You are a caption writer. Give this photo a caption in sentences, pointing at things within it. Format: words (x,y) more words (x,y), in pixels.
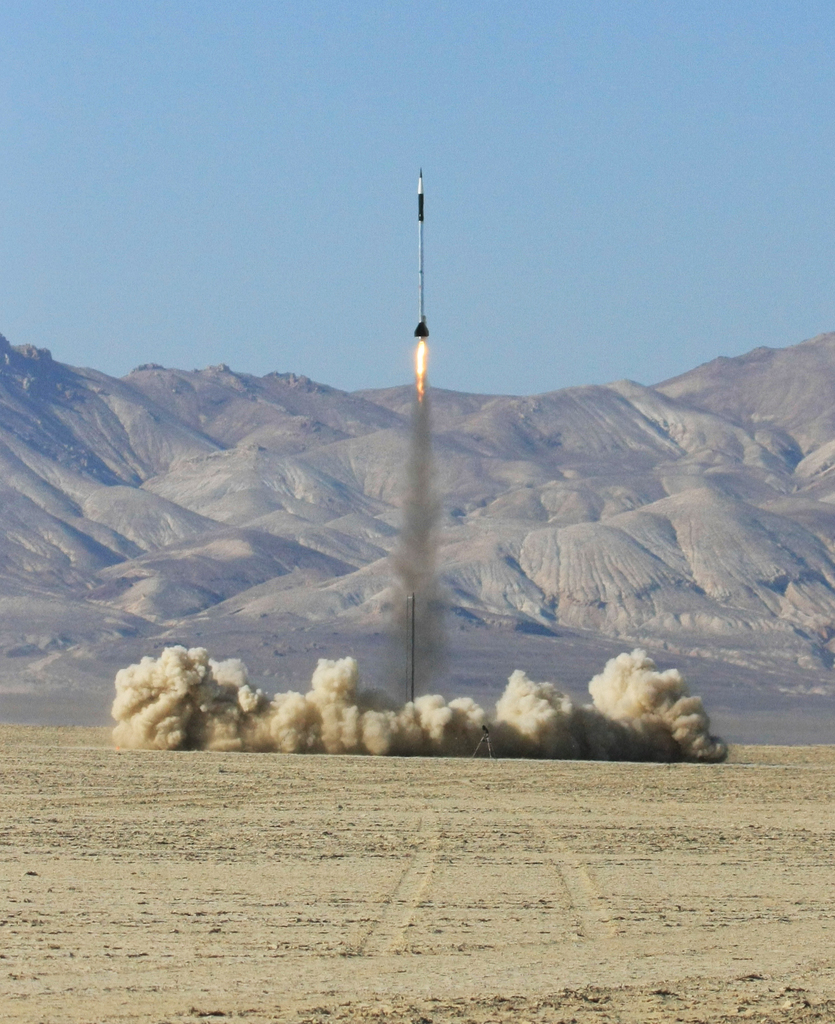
This picture is clicked outside. In the foreground (403,885) we can see the ground (625,825). In the center (412,635) we can see the smoke (357,712) and some other objects (485,732). In the background (492,466) we can see the sky (538,372), hills (380,420) and we can see a rocket (424,332) and the fire (424,376).
